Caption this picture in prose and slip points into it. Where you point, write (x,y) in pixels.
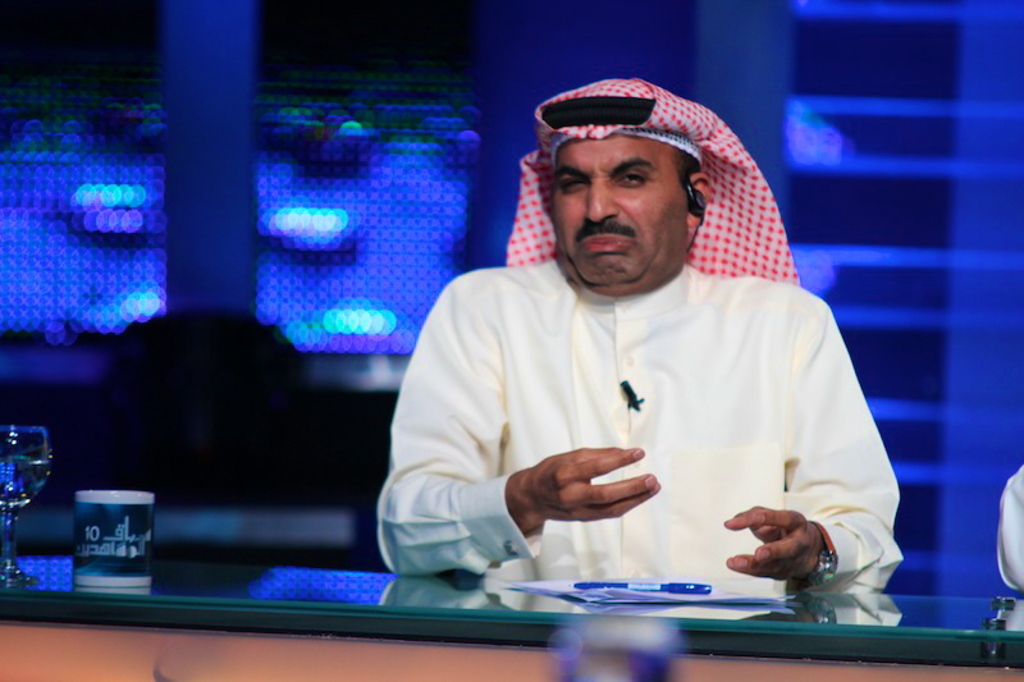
In the middle of the image (515,344) a man (803,359) is sitting. Bottom of the image (808,608) there is a table (333,663), On the table (687,624) there is a paper (661,596) and pen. Bottom left side of the image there is a glass (8,454).
